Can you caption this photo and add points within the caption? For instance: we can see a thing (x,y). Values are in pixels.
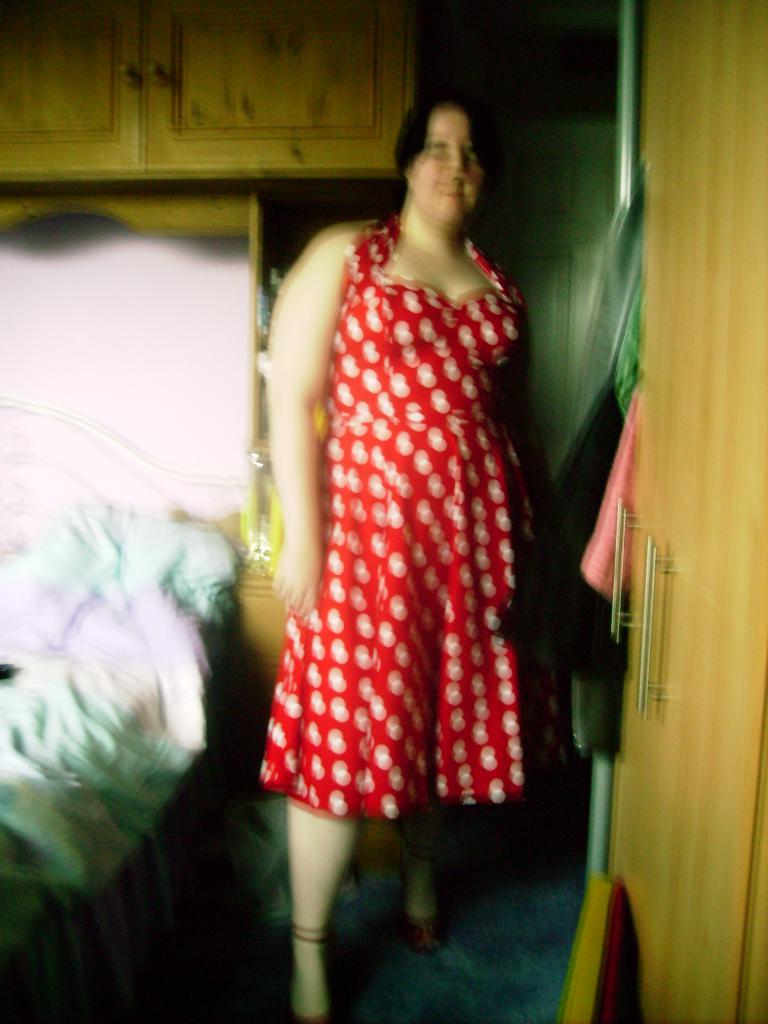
This is a blurred image. In this image there is a woman (388,515) standing. On the left side (67,618) there is a bed (68,600). On the right side (679,454) there is a door (671,515). In the back (253,110) there is a cupboard (384,91).
